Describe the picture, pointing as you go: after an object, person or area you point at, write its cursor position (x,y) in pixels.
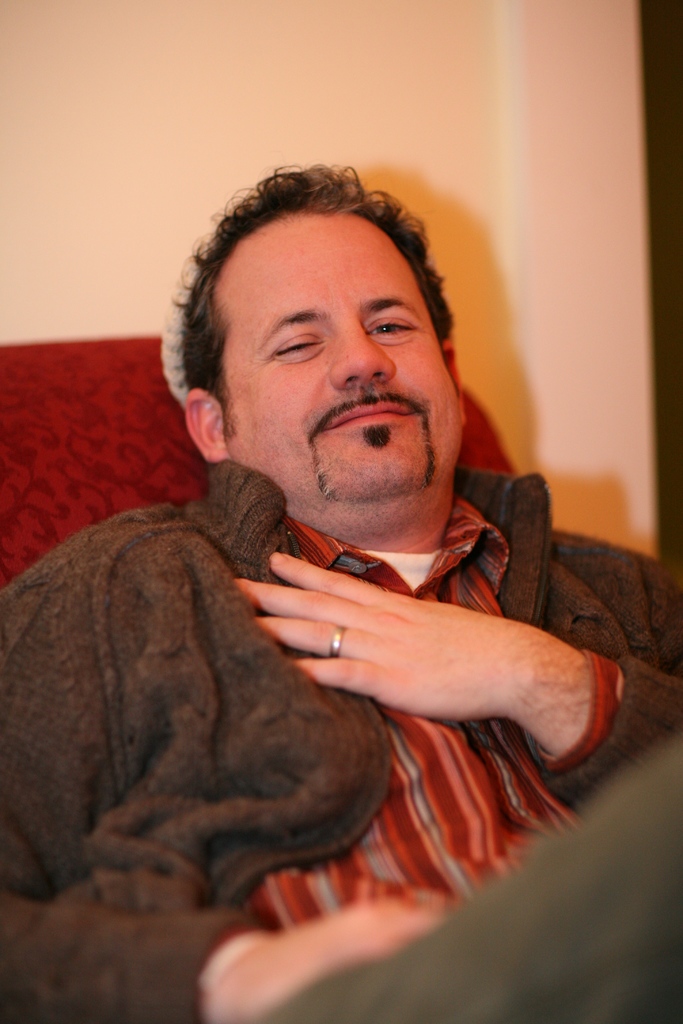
In this image there is one person (302,705) sitting at bottom of this image (246,780). there is a sofa (97,454) at left side of this image (87,444) which is in red color and there is a wall (160,147) in the background (297,142).
